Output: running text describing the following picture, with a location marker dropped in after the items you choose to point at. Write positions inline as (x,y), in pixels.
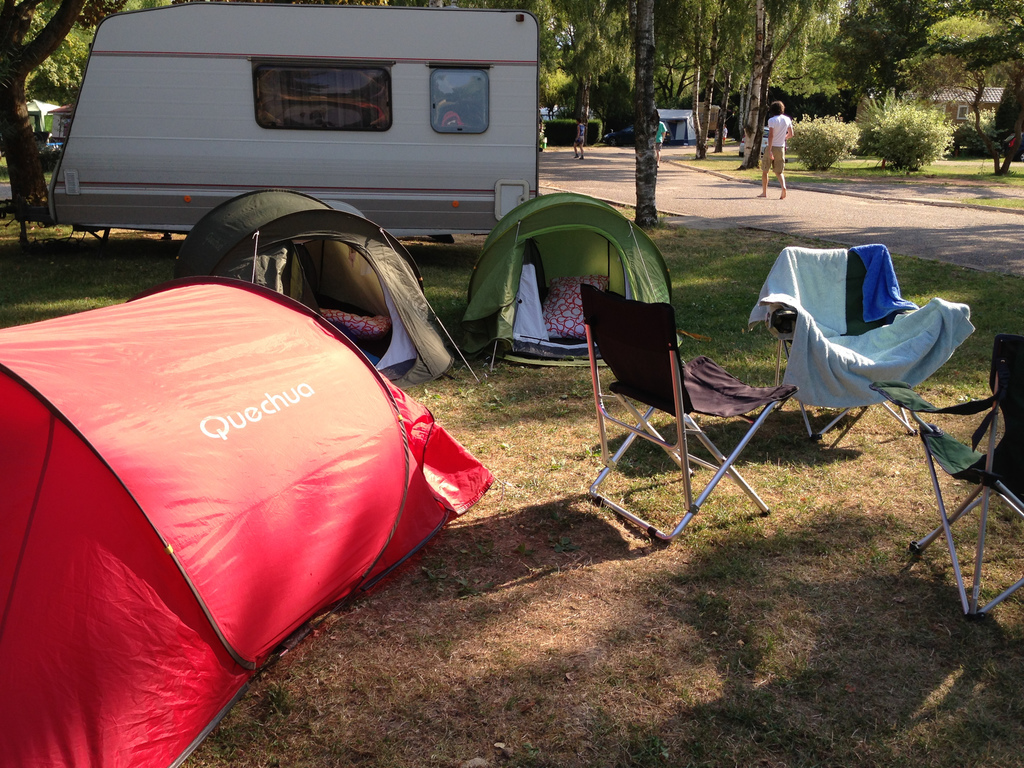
In this image I see the tents (469,300) and chairs (1004,409) over here and I see the grass (907,710). In the background (63,58) I see the plants (822,125), trees (824,101) and I see the path (701,185) on which there are few people (662,122) and I see a caravan (326,196) over here.
